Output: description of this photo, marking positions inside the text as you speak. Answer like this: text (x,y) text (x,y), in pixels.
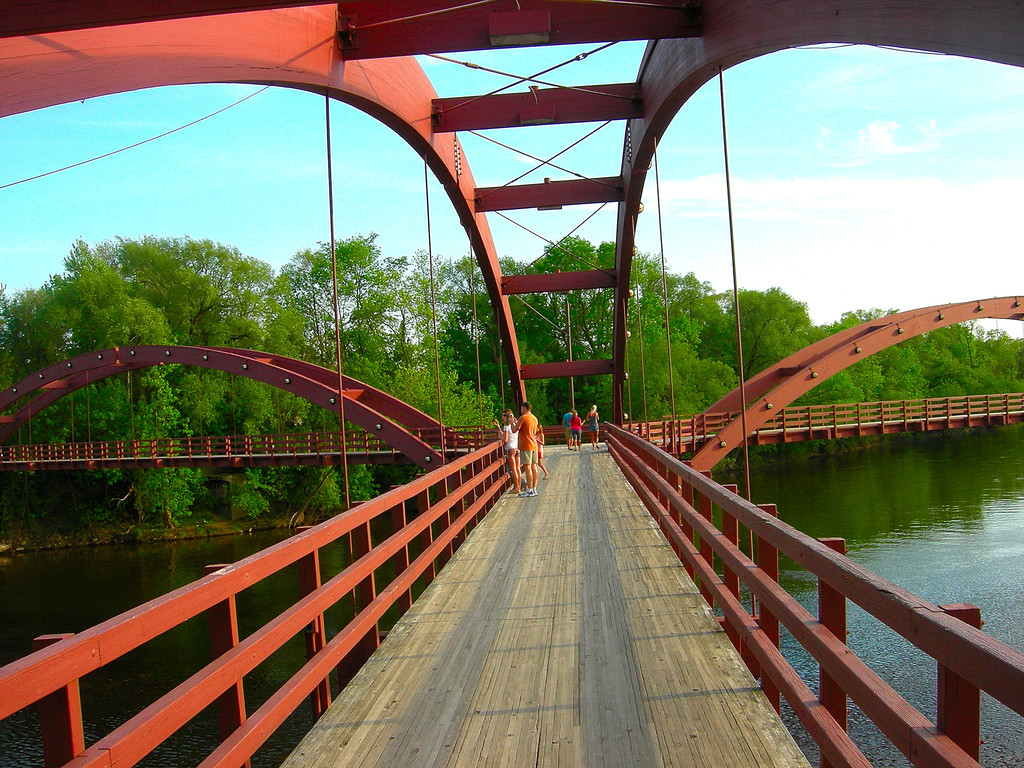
In this picture there are group of people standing on the bridge (616,701). At the back (945,345) there are trees (684,328). At the top (782,134) there is sky (742,151) and there are clouds (862,244). At the bottom (1014,636) there is water (1008,625).
